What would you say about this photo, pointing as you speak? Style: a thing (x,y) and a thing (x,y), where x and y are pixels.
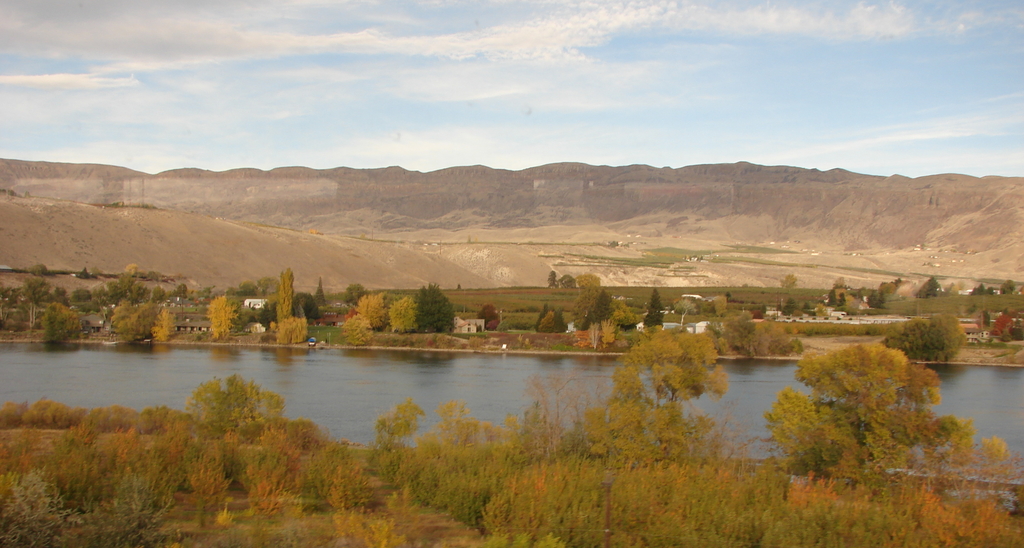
As we can see in the image there are trees (340,469), grass (331,532), water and houses (456,325). In the background (286,206) there are hills (639,171). On the top (444,126) there is sky (293,121).
